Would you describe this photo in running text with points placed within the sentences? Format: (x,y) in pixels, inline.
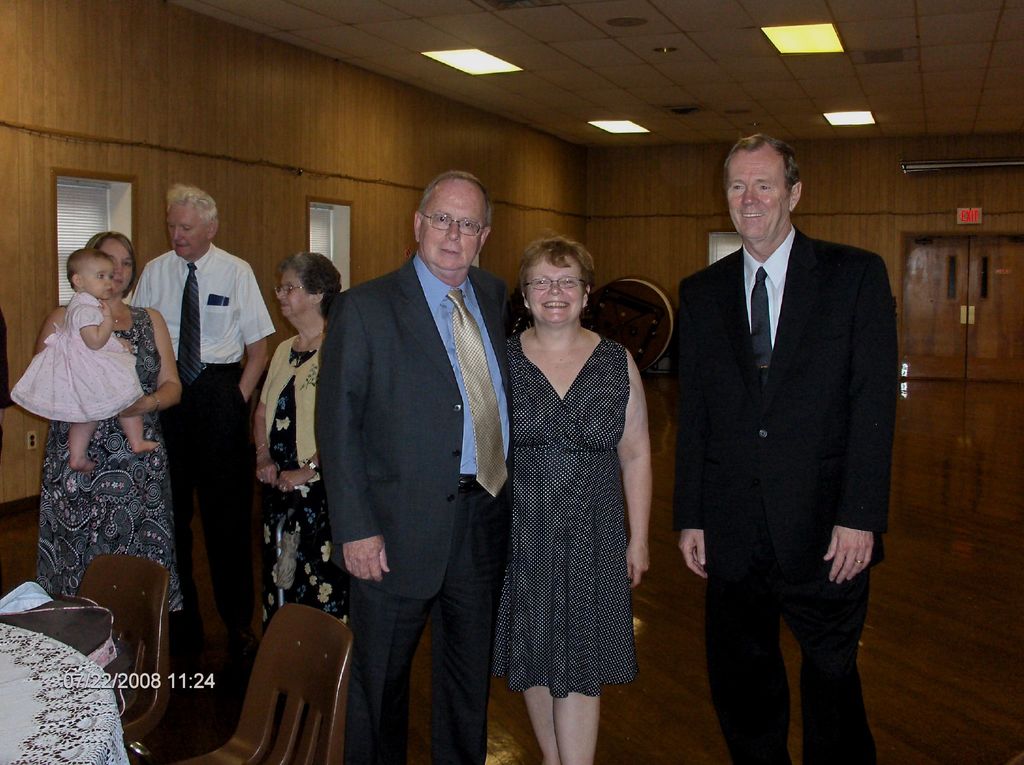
In the center of the image (450,302) we can see a man (489,322) and a woman (545,286) wearing the glasses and standing. We can also see the other people (832,736) standing on the floor (233,669). In the background (979,298) we can see the wall (280,189), windows (732,251) and also the doors (941,245). At the top (688,30) we can see the ceiling (729,60) with the lights (479,67). In the bottom left corner (164,683) we can see the date (127,677) and also the time (206,679).
